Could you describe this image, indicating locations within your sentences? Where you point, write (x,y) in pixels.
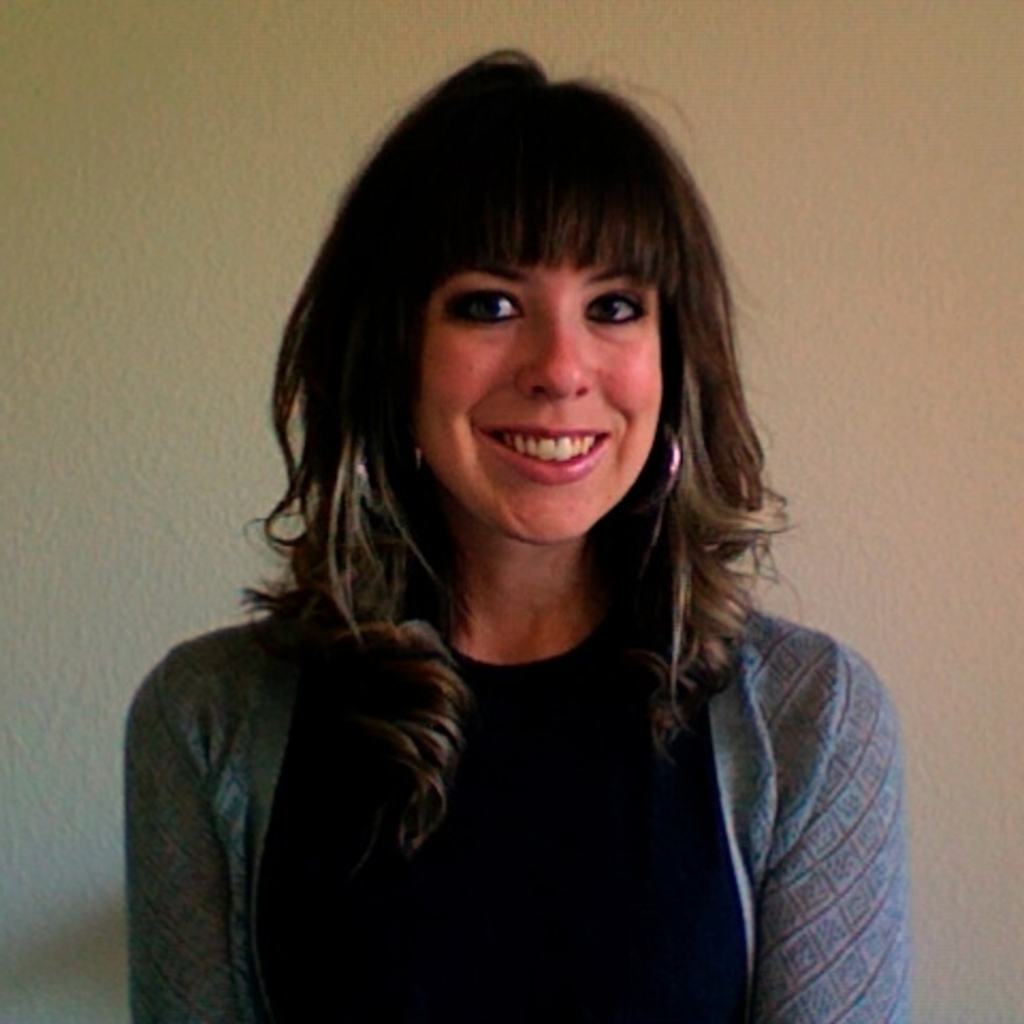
In the center of the image (552,561) we can see a lady (700,804) is standing and wearing dress (556,799) and smiling. In the background of the image (110,38) we can see the wall (964,824).
